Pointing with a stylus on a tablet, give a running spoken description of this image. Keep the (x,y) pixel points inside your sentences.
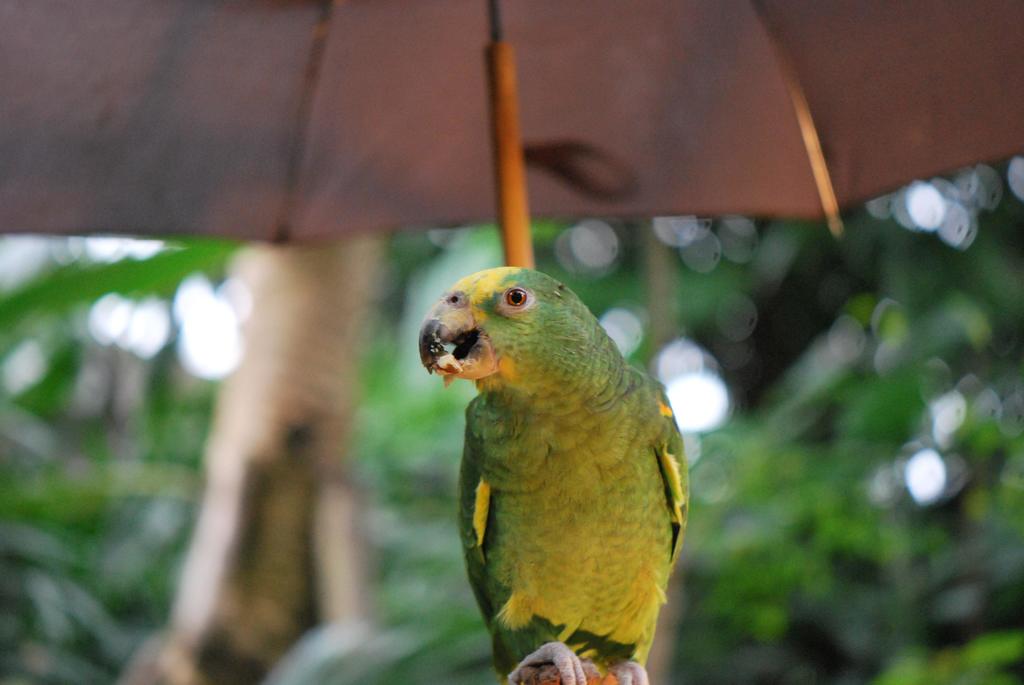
In this picture we can see a parrot (544,279) and an umbrella (511,115). In the background of the image (946,420) it is blurry.
